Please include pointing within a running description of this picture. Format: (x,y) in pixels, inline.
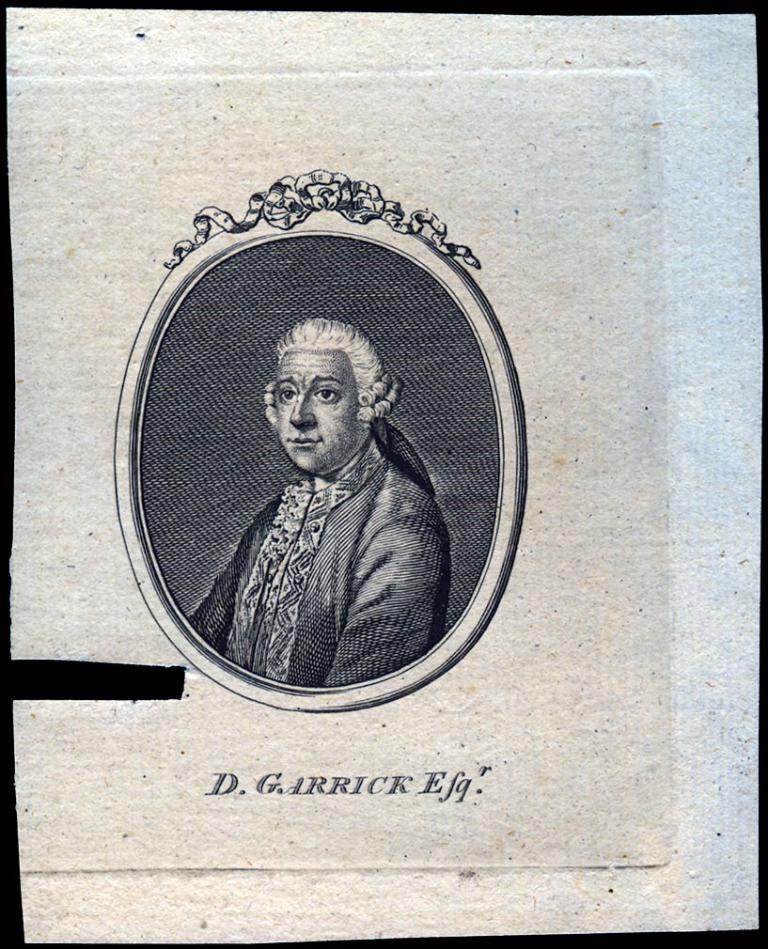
In this image I can see a paper (563,651) which is white in color and on it I can see a black and white photo (449,440) of a person (355,367) wearing dress (345,566). I can see something is written to the bottom of the photograph (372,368).
